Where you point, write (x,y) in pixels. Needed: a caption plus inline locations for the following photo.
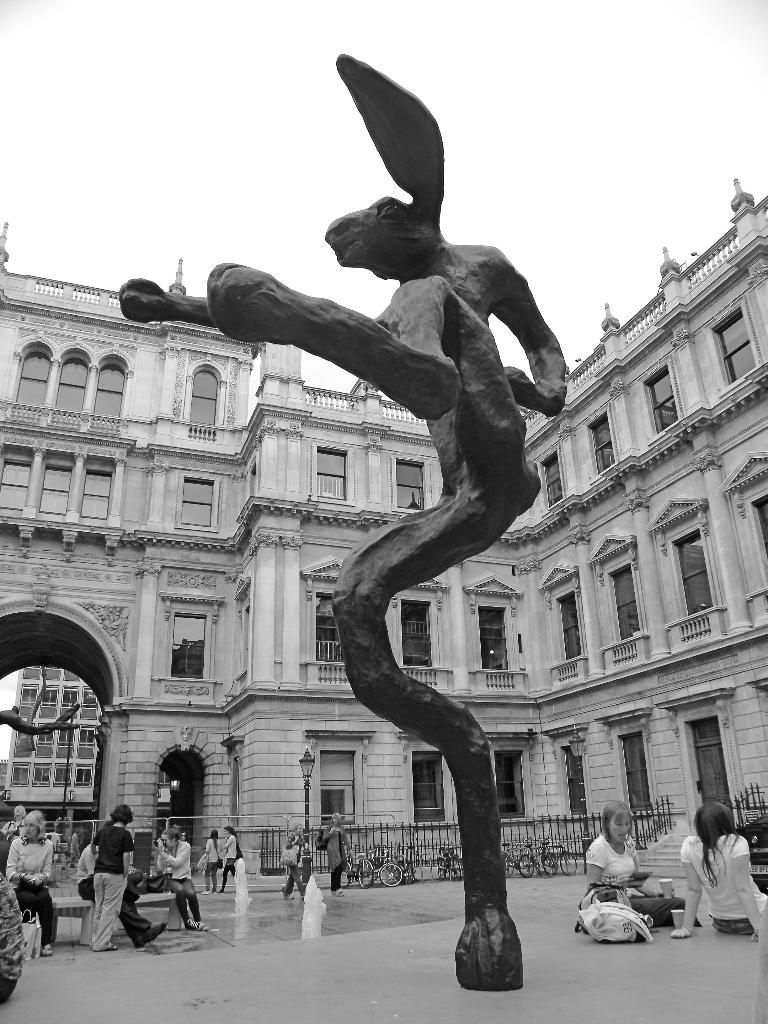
This is a black and white image, we can see there is one statue (443,472) in the middle of this image (371,670), and there is a building (177,626) in the background (430,635). There is some persons (182,868) present at the bottom of this image (605,872), and there are some bicycles (513,865) on the right side of this image (557,847). There is a sky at the top of this image (192,170).
